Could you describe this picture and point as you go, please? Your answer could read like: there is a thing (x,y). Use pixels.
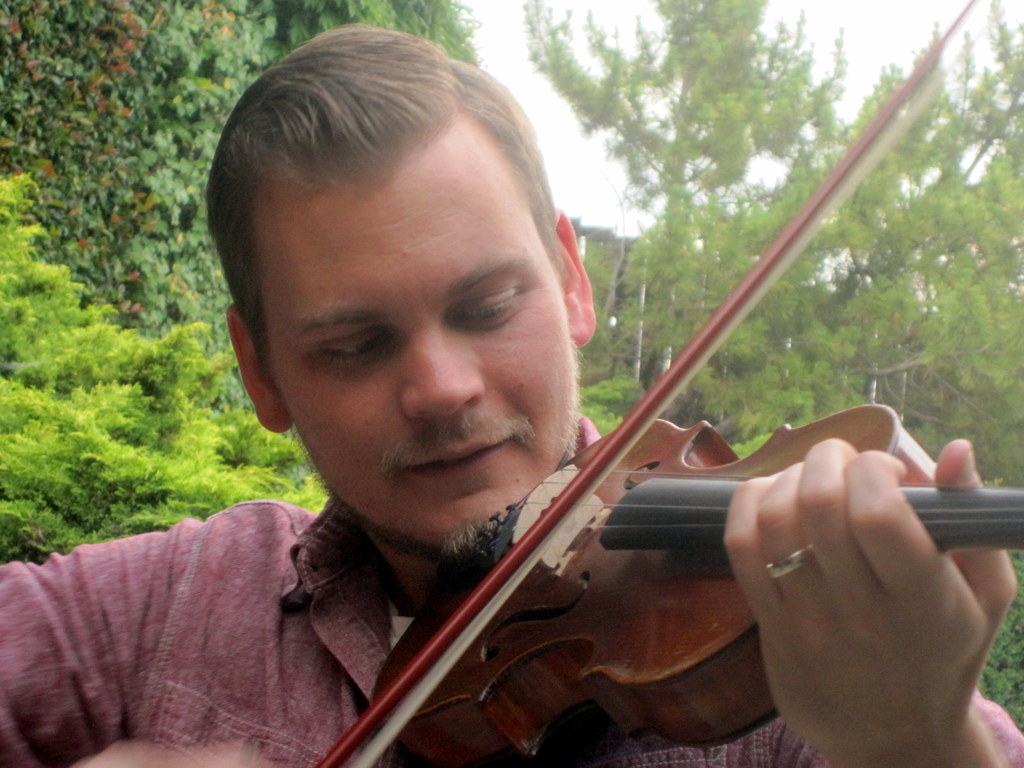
Here we can see a man (139,707) playing a violin (720,716) and behind him we can see trees (107,410).
